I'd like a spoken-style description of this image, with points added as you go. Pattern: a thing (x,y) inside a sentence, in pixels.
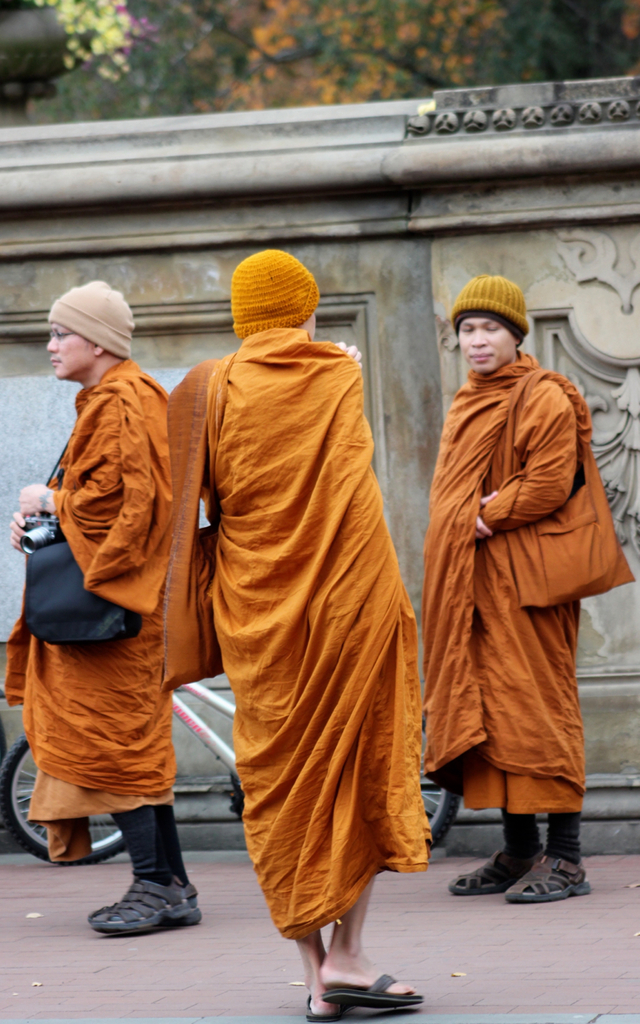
In this image there is the wall (192,245) in the middle (411,524), in front of the wall (421,259), there is a bi-cycle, three persons (163,510) wearing caps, bags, at the top (317,2) there might be tree (386,29), in the top left (48,72) there might be a flower pot (51,9), on which there are flowers (130,15) visible.
